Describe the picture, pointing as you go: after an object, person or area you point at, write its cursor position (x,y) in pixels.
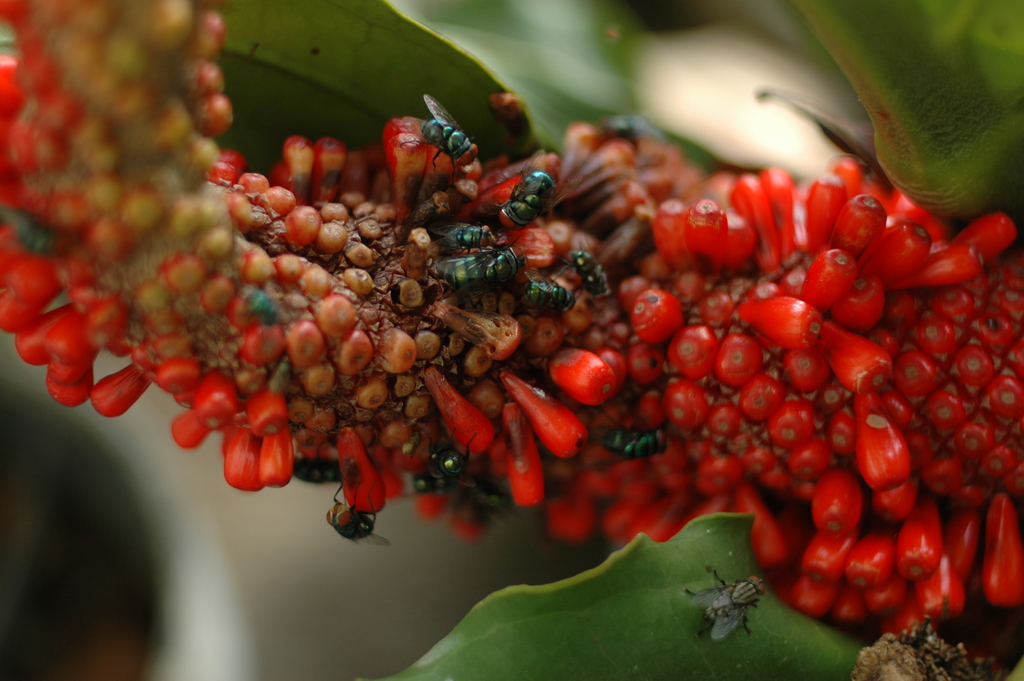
In the picture we can see a plant (178,307) with some red color fruits (333,323) to it and on it we can see house flies (267,300) eating it and besides it we can see some leaves (973,176).
